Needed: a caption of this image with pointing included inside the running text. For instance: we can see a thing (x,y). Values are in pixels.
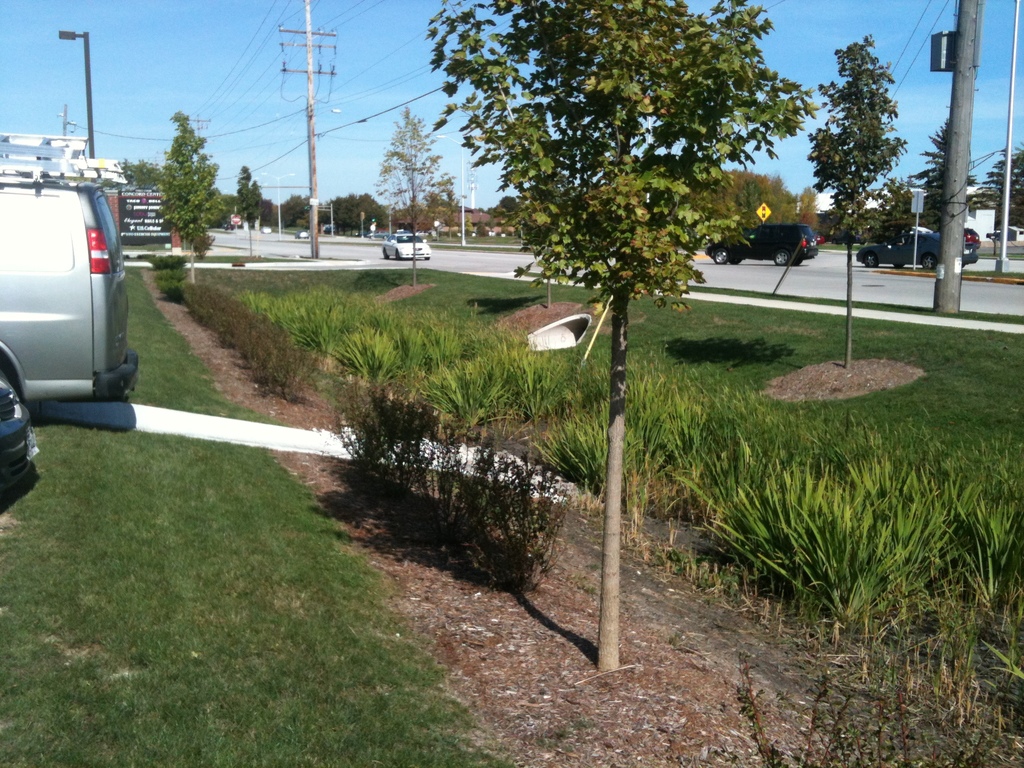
In this picture there are cars (15,322) on the left side of the image (19,404) and there is grassland (990,377) at the bottom side of the image (336,615), there is a road (924,299) on the right side of the image (853,285), on which there are cars (793,252) and there are trees (404,184) in the background area of the image (404,184).
